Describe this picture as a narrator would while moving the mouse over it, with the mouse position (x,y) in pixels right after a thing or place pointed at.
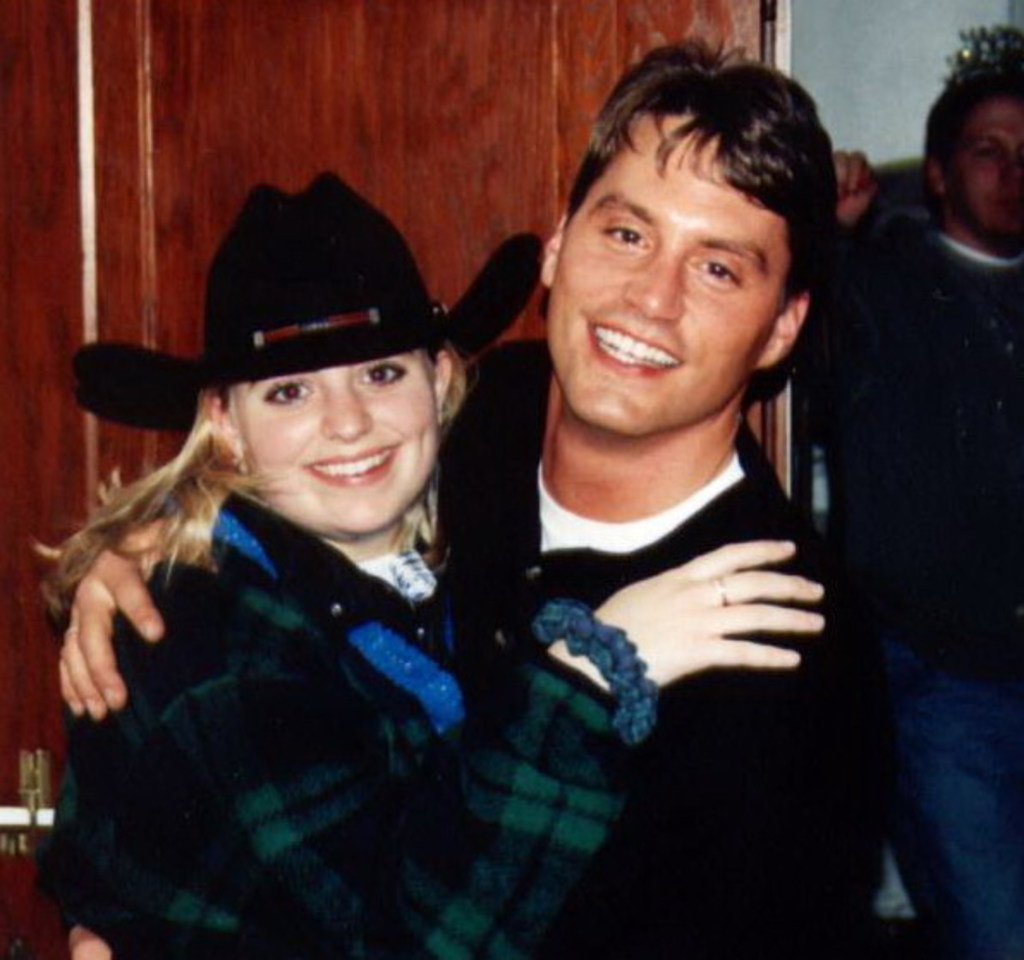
In this image there are two persons (559,402) standing, there are persons (570,533) hugging each other, there is a wood (166,110) truncated behind the persons (671,319), there is a person (946,407) truncated towards the right of the image (950,326), there is a wall (879,70) truncated.
